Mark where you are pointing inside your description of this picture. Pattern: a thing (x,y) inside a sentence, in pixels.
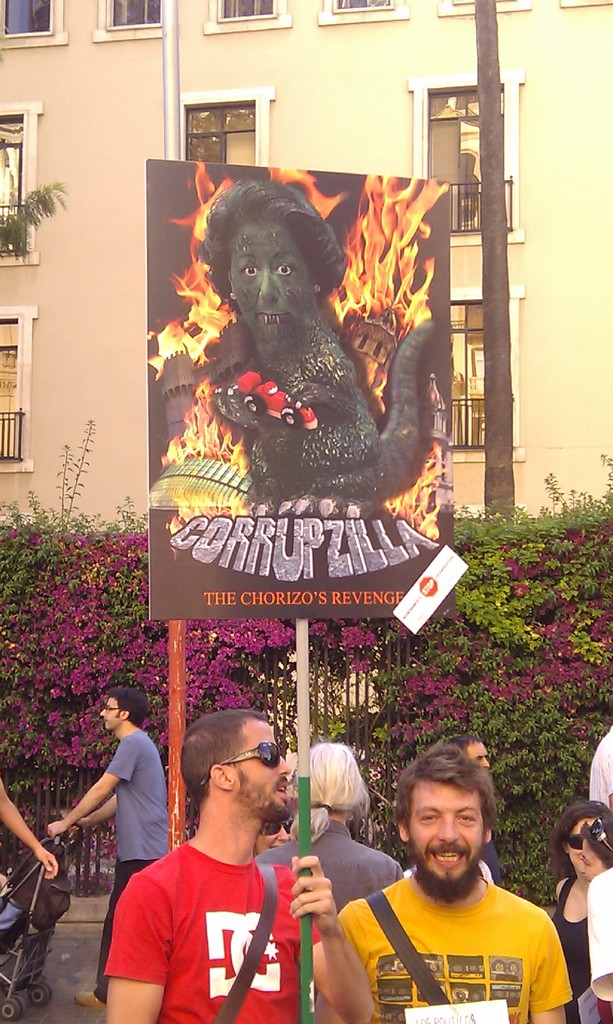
In this image at the bottom (121,927) there are few persons (162,889) and among them a person (262,972) is holding a hoarding board pole (299,621) and a person (42,853) holding stroller (49,926) with the hands (48,877). In the background (357,690) there are plants (464,681) with flowers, fence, buildings (401,146), poles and windows (249,101).
